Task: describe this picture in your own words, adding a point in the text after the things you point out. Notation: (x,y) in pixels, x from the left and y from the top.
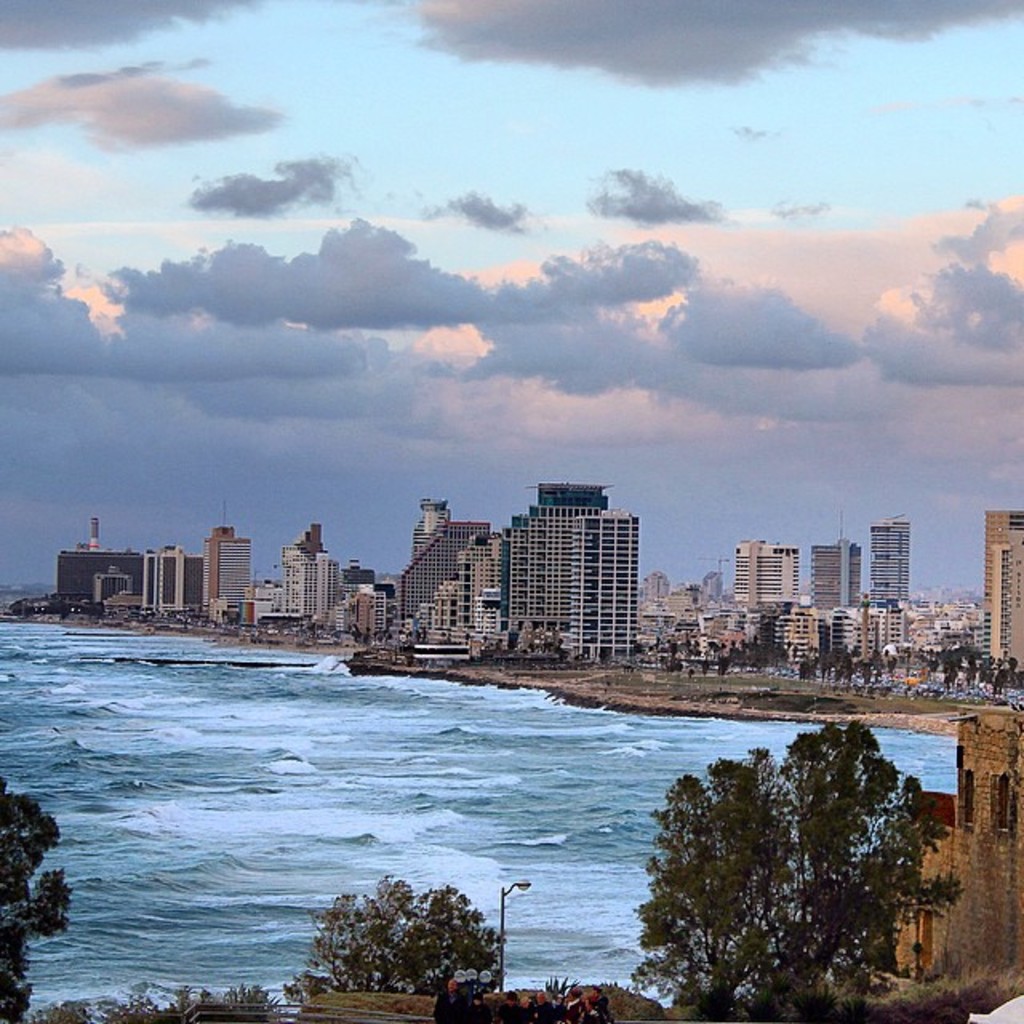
In this picture I can see buildings (886,611), water (583,788), trees (691,823) and the sky (455,248) in the background (248,621). Here I can see a street light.
